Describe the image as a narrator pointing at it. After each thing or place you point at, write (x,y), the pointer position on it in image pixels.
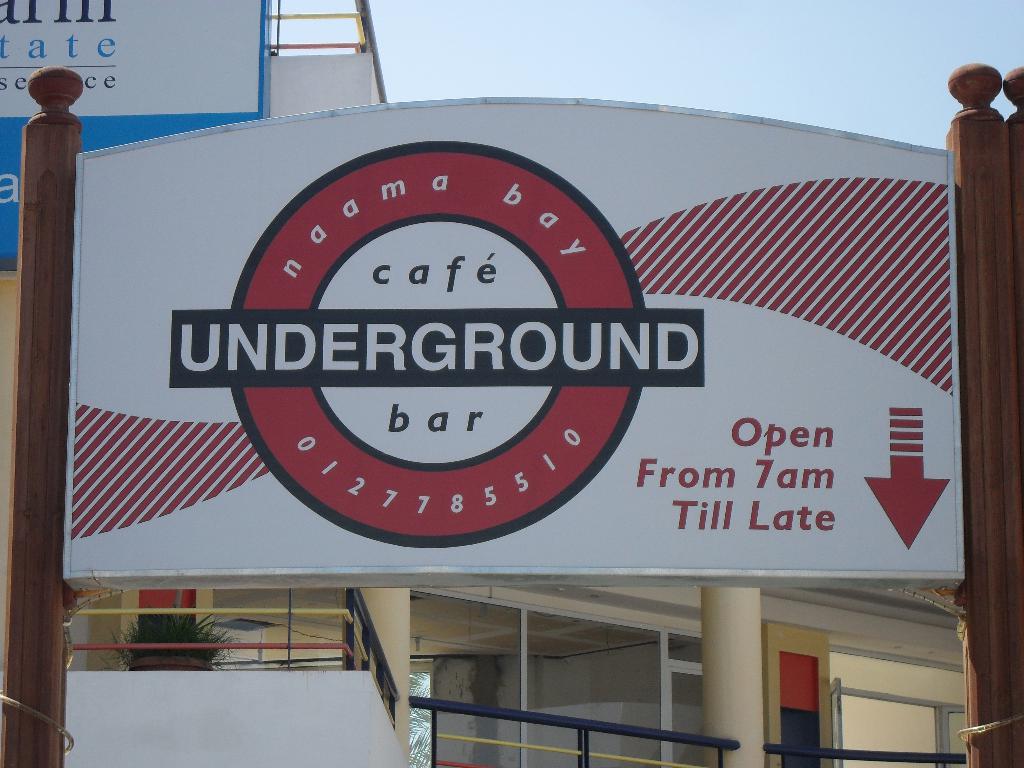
In this image I can see wooden poles (48,140) with a board (146,503). In the background (437,712) there is a building (432,658), there is another board (194,36), there are pillars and there is sky (466,74).
